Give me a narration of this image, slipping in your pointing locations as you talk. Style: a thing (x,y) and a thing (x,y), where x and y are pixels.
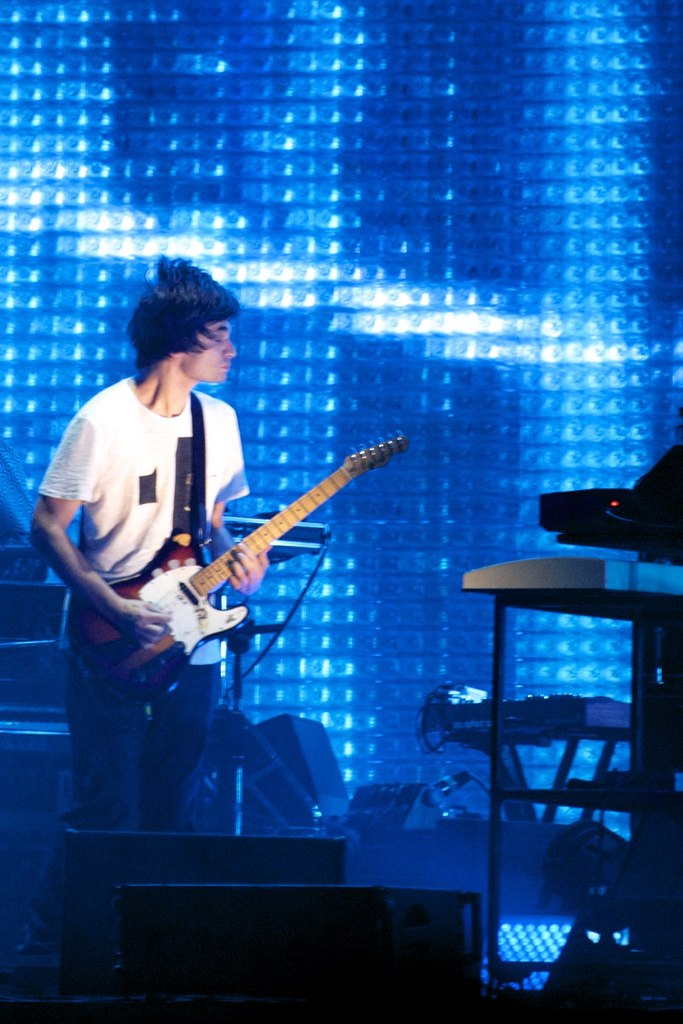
In the image we can see a man (173,489) wearing clothes (97,489) and holding a guitar (160,605) in hand (157,635). This is a cable wire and we can see there are even musical instruments (478,740), this is a background light (427,327).
